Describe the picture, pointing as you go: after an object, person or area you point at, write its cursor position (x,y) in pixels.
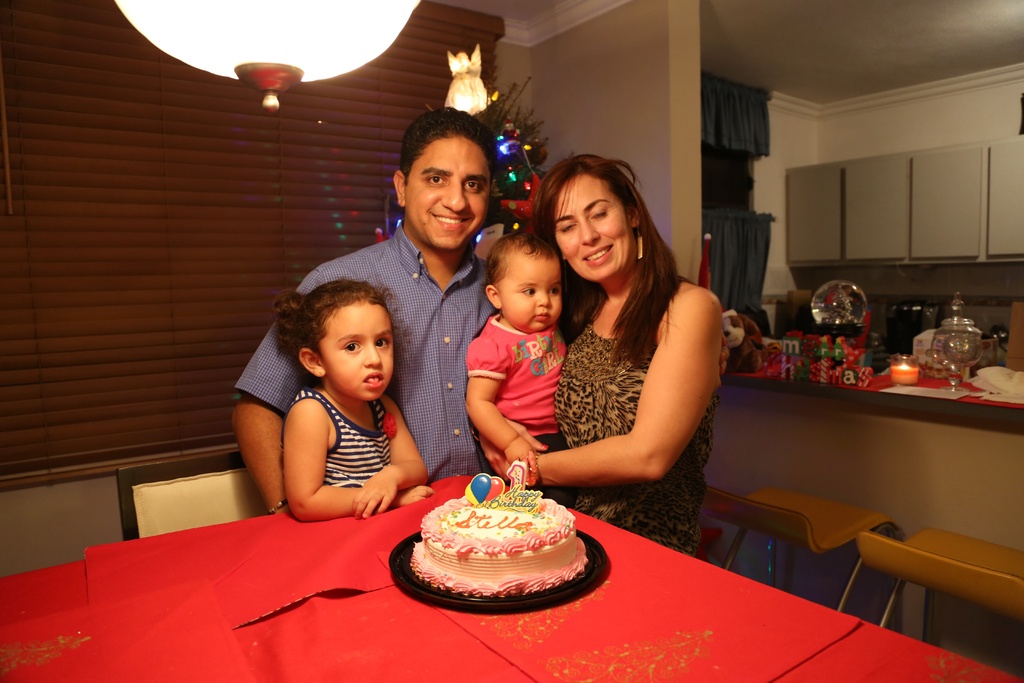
In this picture we can see man (477,296) and woman (566,381) smiling holding baby (518,334) in her hands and here man (404,327) beside to him girl (391,398) looking at some thing and in front of them there is table (235,647) and on table (213,645) we can see cake (443,521) and in background (249,179) we can see wall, Christmas tree (517,128), curtains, cupboards (904,154), glass (953,377), candle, toys (748,356), chair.
